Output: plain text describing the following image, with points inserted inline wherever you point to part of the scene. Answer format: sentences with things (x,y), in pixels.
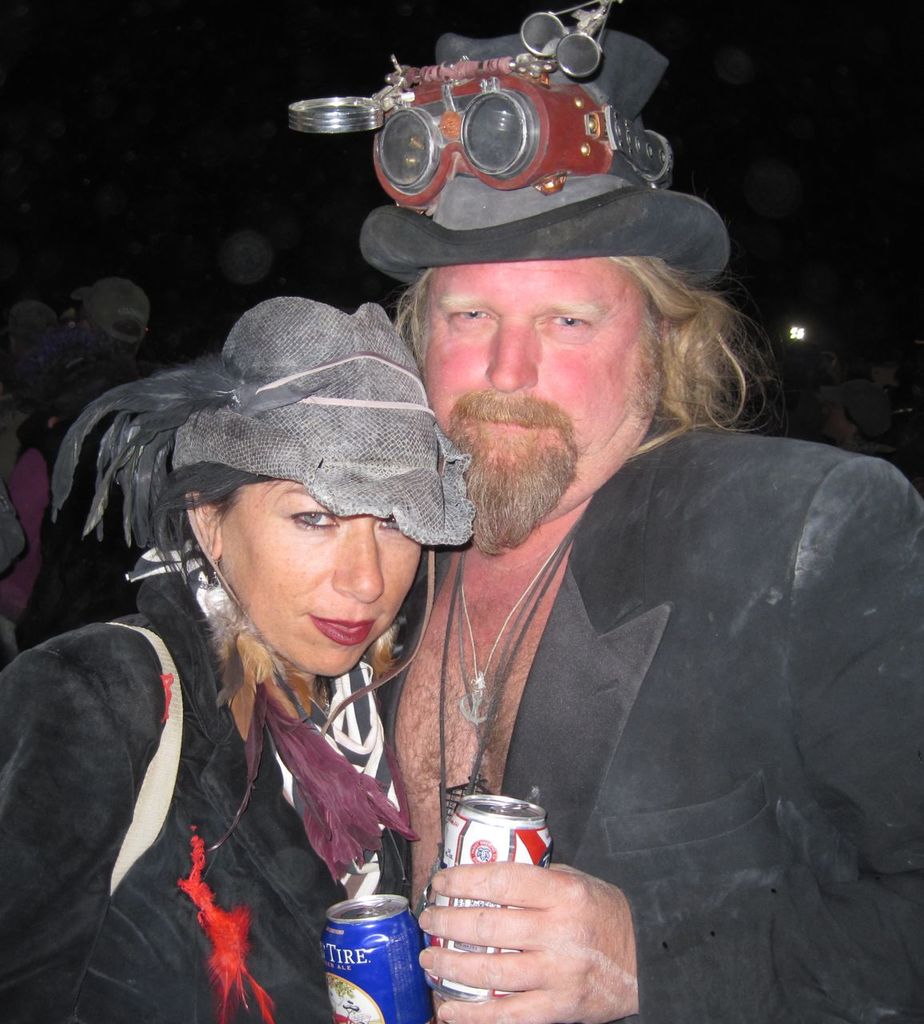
In this image we can see two persons (573,759) wearing black color dress (538,771) and also wearing hats (607,65), holding beer tins (386,924) in their hands (560,910) hugging each other.
